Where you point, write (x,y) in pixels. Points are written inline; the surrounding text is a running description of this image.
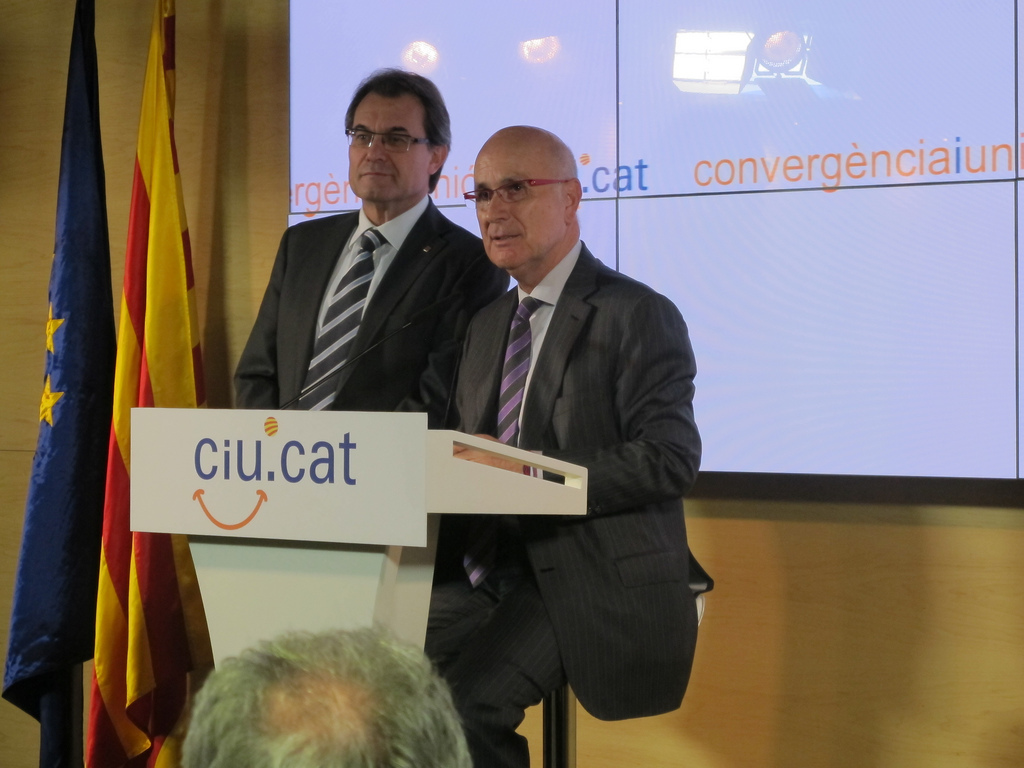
In this picture I can see there are two people (564,304), one of them is sitting and they are wearing a blazer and spectacles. There is a white lectern (321,513) in front of them and there is a screen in the backdrop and there is a person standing at the bottom of the picture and there is a wooden wall (246,325) in the backdrop (223,325).
